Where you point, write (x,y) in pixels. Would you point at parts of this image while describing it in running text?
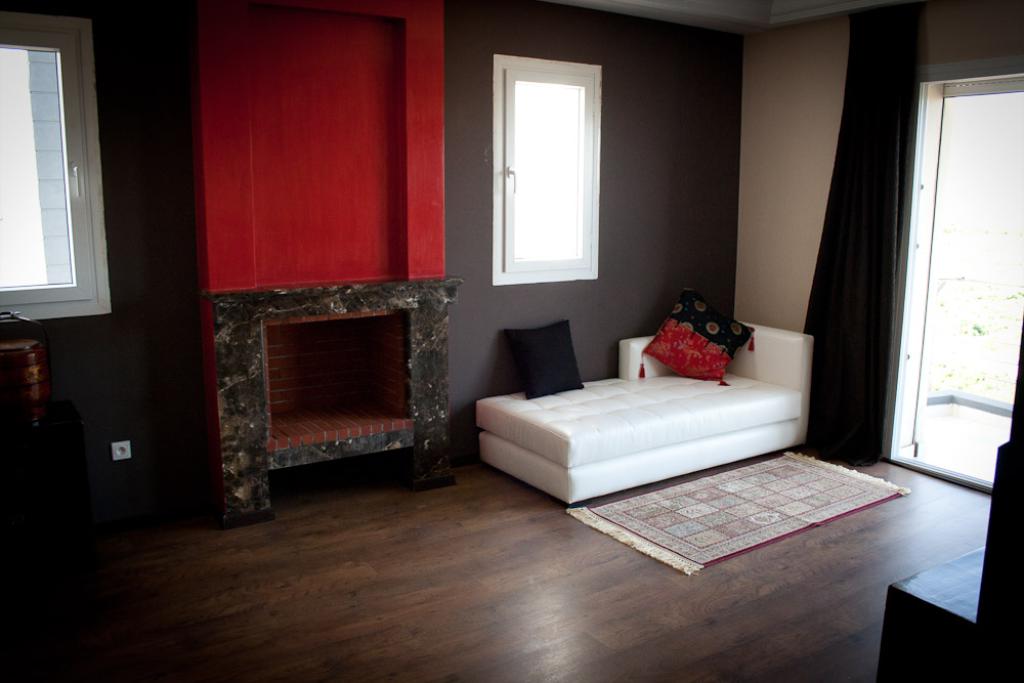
This picture shows an inner view of a room (300,583) and we see a curtain (886,274) and couple of Windows (5,97) and we see a sofa bed (710,383) and couple of cushions (680,332) on it and we see a mat (743,466) on the floor (483,473).
